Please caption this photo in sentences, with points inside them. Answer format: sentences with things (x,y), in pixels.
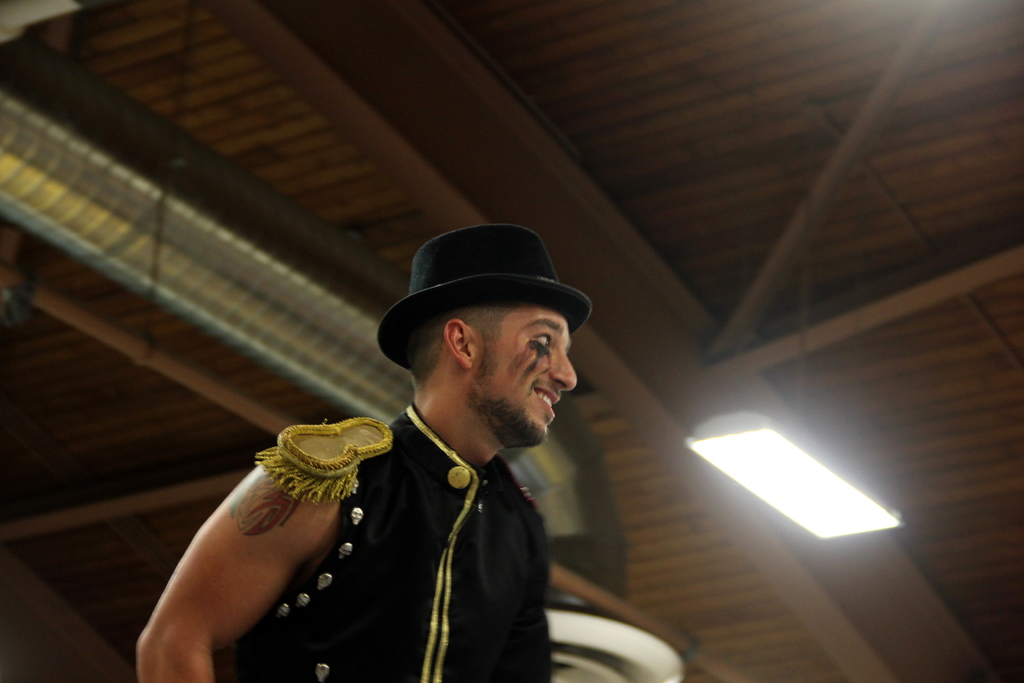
In this image, we can see a man (420,580). He is wearing black color dress (391,518) and hat (526,250). In the background (647,123), we can see the roof (625,270) and light (851,494).
